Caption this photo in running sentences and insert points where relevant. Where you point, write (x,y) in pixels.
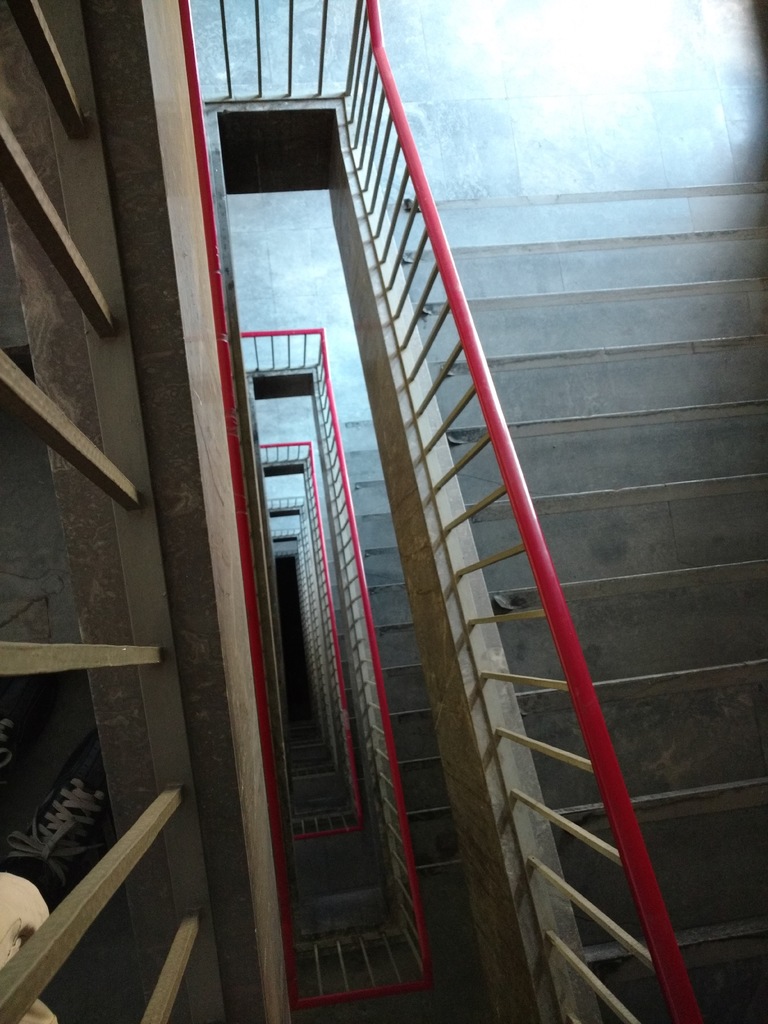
In this image there are staircases (502,131) visible in the building (322,855), on the left side (18,147) there is a fence (17,974), behind it there are shoes (2,746) visible.
